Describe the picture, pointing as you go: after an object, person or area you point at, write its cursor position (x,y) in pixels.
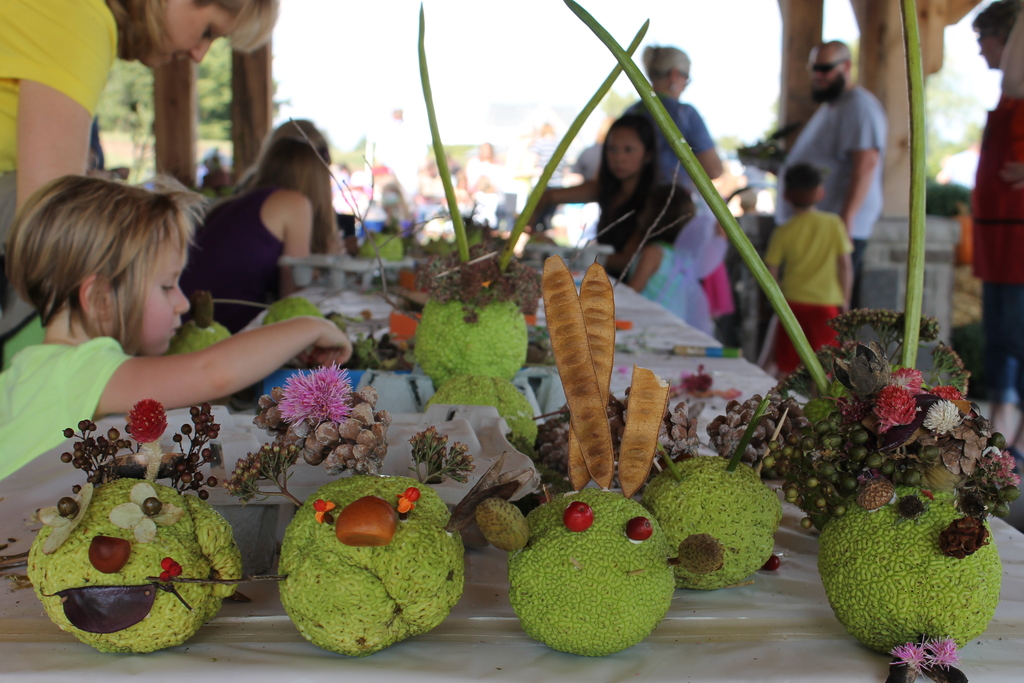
In this image there are crafts (725,533) on the surface (759,628), there is person (98,238) truncated towards the left of the image (63,288), there is a person (1003,89) truncated towards the right of the image (990,228), there are pillars (886,18), the background of the image (455,105) is blurred.
